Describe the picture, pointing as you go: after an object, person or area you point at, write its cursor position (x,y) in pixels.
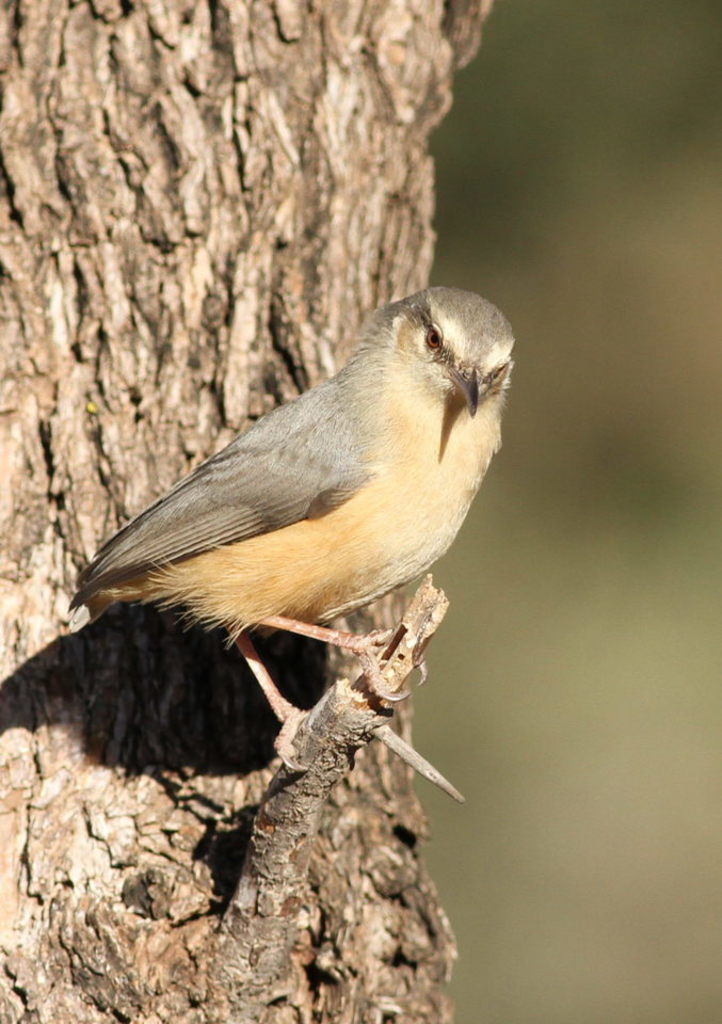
In the center of the image (378,440) there is a bird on the tree branch (340,712).
